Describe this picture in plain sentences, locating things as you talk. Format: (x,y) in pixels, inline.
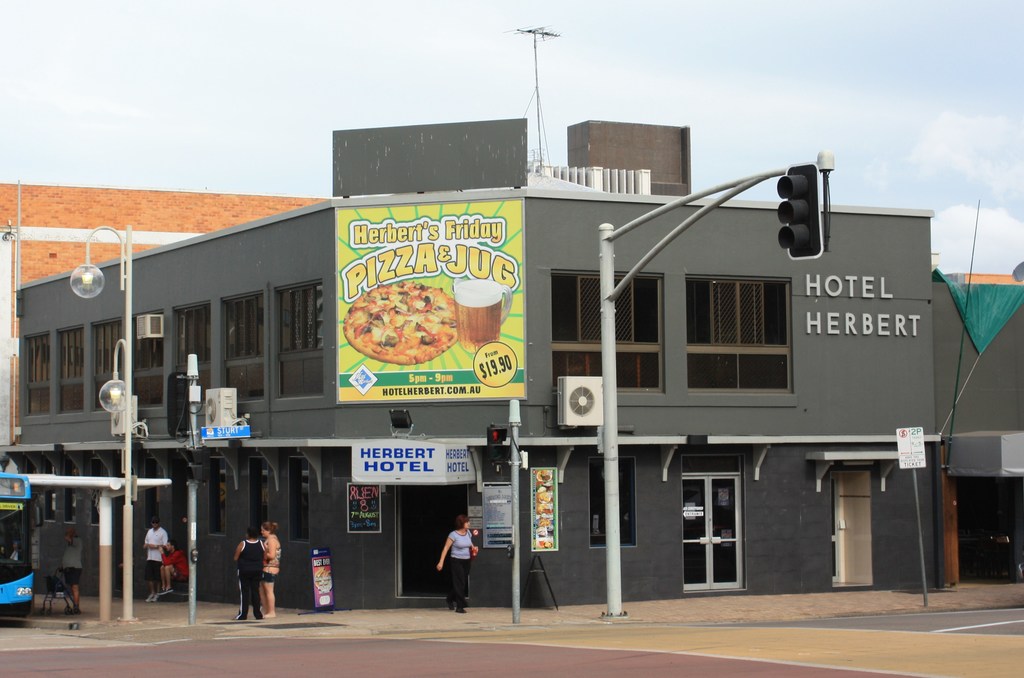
As we can see in the image there are buildings (862,423), doors (690,535), windows (628,357), traffic signal (615,354), banner (427,271), street lamp (128,380), bus (17,599), few people (75,562) here and there and on the top (363,125) there is sky (332,170).
